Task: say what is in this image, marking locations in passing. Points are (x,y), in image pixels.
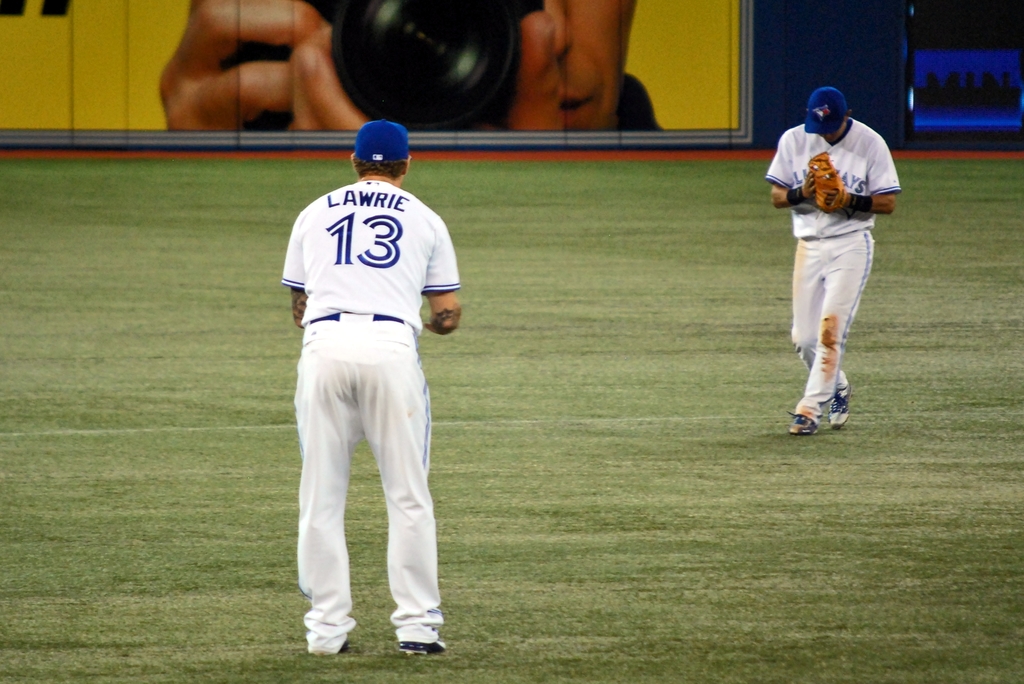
In this image I can see two persons (343,376) standing on ground (734,441) and they both are wearing a white color dress (834,238) and blue color cap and at the top (297,75) I can see photo (319,45) of person (550,47) holding camera (372,41).
